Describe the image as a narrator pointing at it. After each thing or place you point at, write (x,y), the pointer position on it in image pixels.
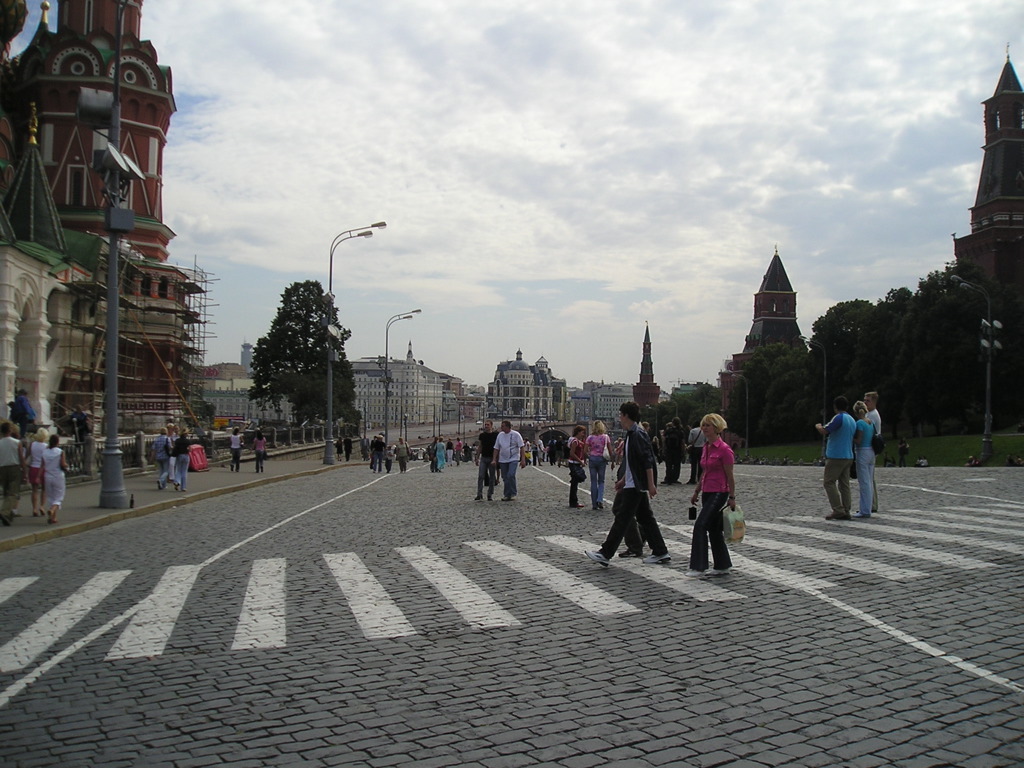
There is a road (221,673), on which, there is a zebra crossing (595,611), on which, there are persons (716,563) walking, there are persons (840,470) standing. On the left side (305,415), there are persons (38,475) walking on the footpath (71,504), on which, there are poles (118,482) which are having lights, there are persons (441,457) on the road (444,495), there are trees (975,339), buildings (515,370), and clouds (598,221) in the blue sky (460,260).
